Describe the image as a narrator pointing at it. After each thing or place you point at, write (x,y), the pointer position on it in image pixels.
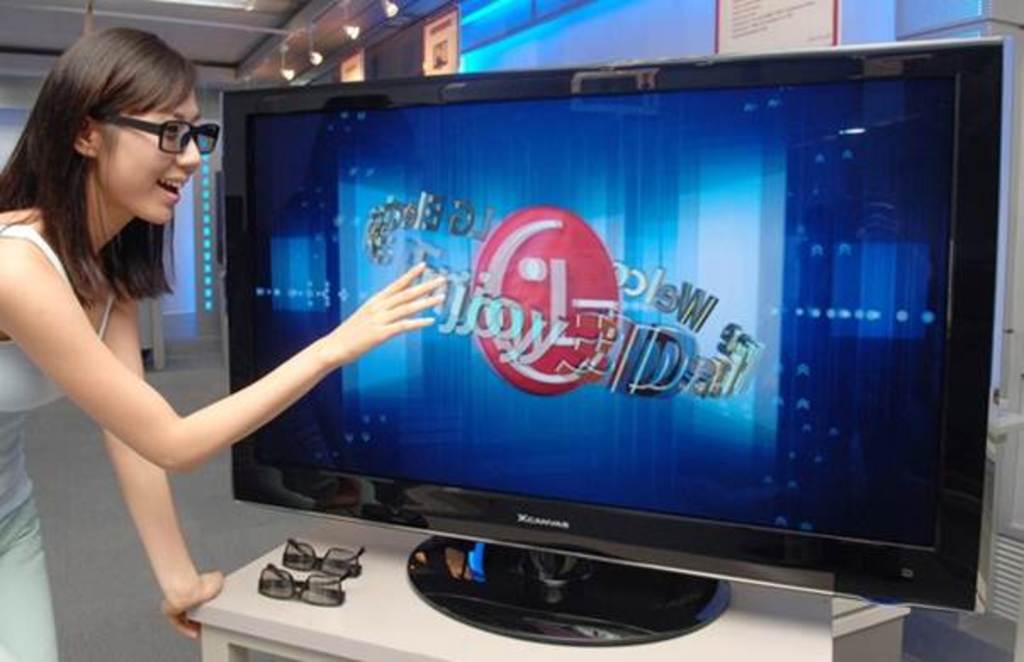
In this picture we can see a Television (419,553) and goggles (313,557) on a white table (319,624). There is a woman (6,179) standing on the left side (195,154). We can see a few lights (286,70) and posters (731,38) in the background (802,16).
